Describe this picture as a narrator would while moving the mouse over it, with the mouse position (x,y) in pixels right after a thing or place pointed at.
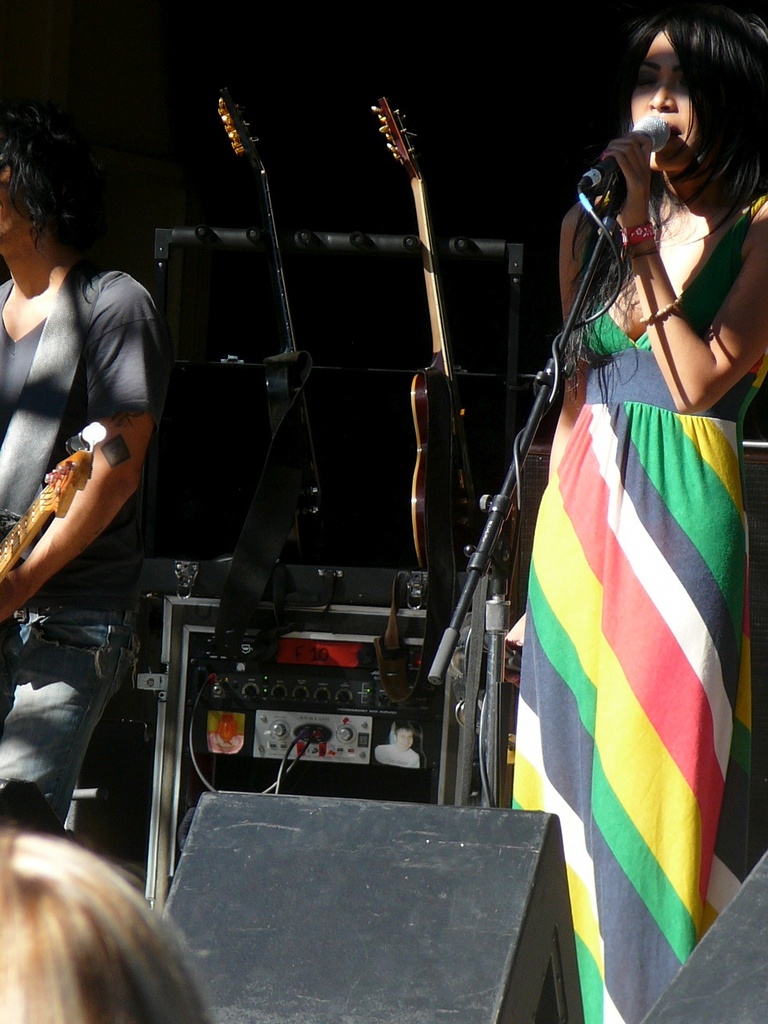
Bottom right side of the image (665,736) a woman (701,884) is standing and holding a microphone (658,138) and singing. In the middle of the image (256,681) there are some musical instruments (387,128). Bottom left side of the image (82,702) a person (3,739) is standing and holding a musical instrument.
